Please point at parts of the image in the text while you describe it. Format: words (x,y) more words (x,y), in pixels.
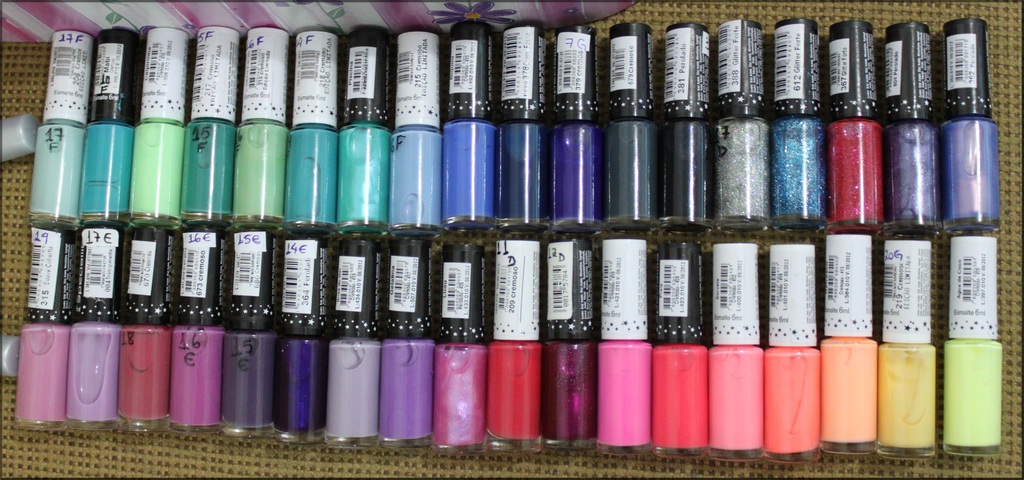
These are bottles (651,210).
